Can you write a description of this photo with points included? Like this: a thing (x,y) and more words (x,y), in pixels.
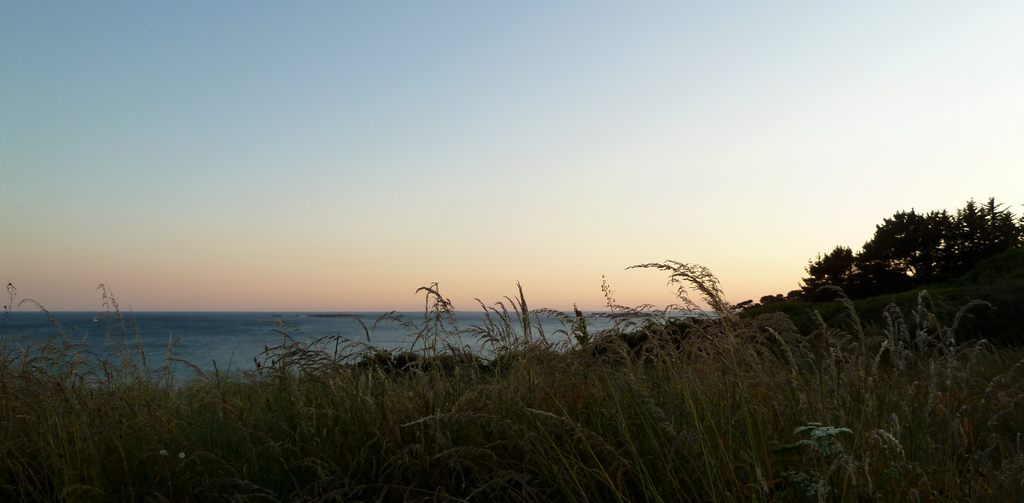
In the picture there is a lot of grass (608,399) and behind the grass (869,313) there are few trees (895,257). On the left side (29,319) there is a water surface (43,344).
